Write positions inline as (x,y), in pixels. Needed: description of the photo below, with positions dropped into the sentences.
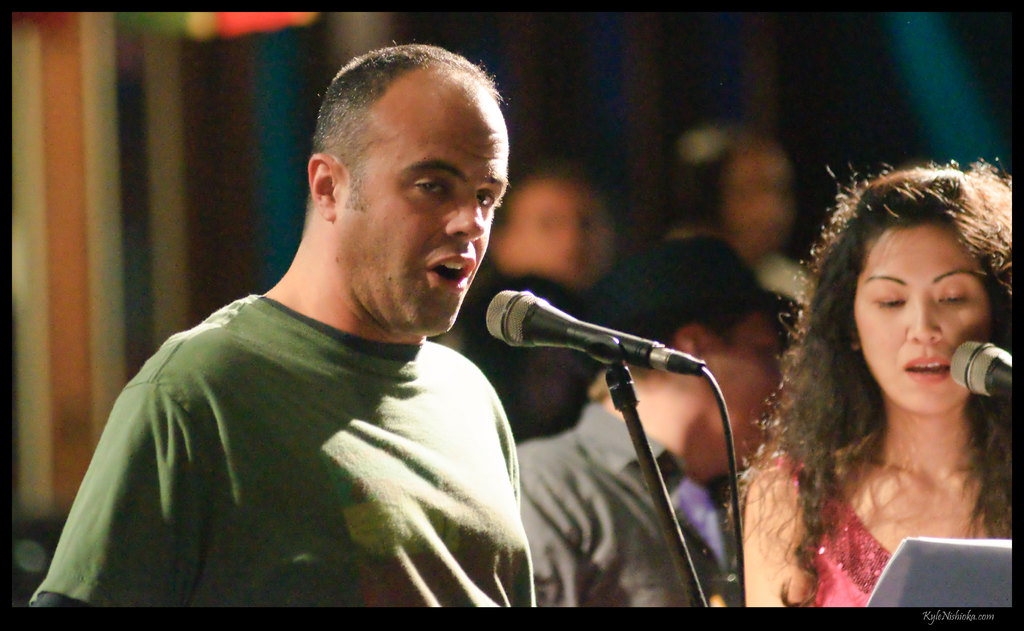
In the foreground (390,398) I can see two persons (891,486) are singing a song in front of a mike (498,306). In the background (665,390) I can see a crowd (551,243) and a curtain (196,162). This image is taken on the stage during night.
